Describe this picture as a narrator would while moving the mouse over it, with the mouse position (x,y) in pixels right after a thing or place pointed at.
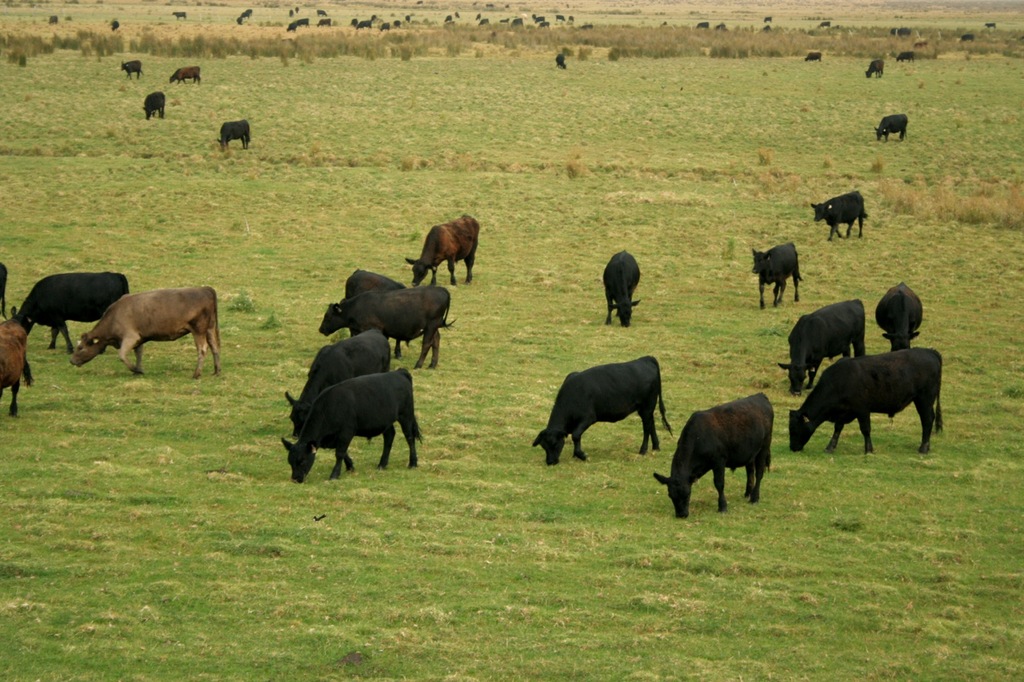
In this picture we can see some cows (789,270) standing here, some of them are eating grass (468,413), at the bottom (557,612) there is grass (418,564).
